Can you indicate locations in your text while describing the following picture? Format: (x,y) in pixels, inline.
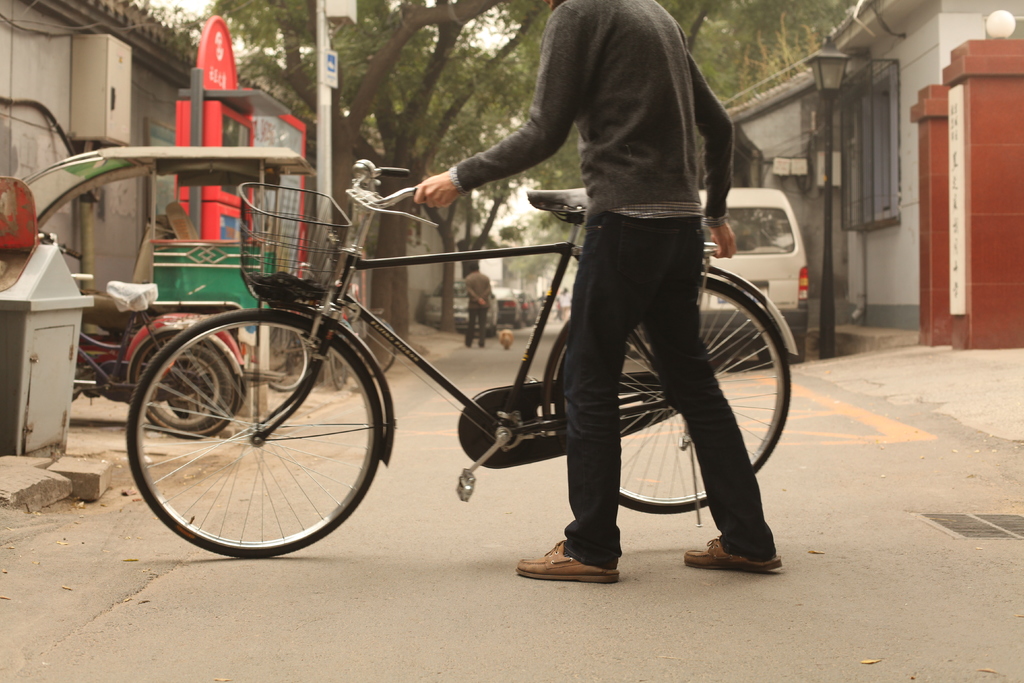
In this image I can see a person (586,325) holding a bicycle (311,323). There are other people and vehicles (786,279) at the back (762,270). There are buildings (31,117) and trees (407,18) on the either sides.
